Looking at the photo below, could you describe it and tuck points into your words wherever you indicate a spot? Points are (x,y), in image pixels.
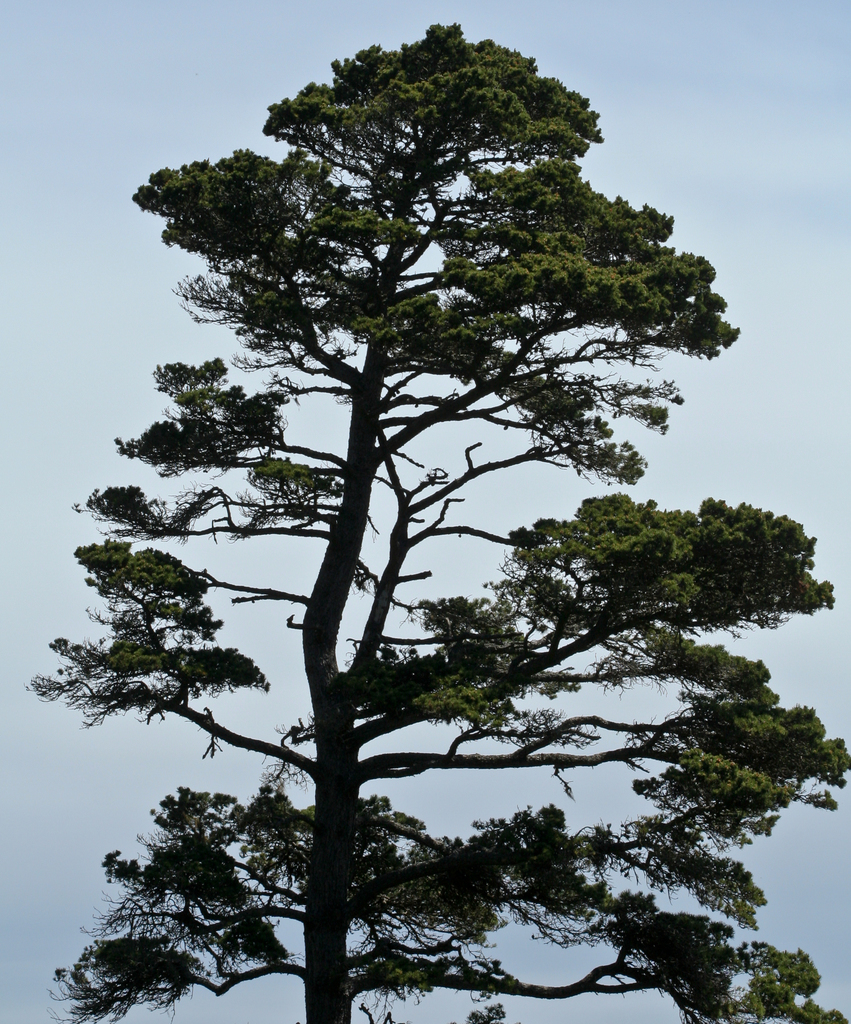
In the center of the image (397,487) there is a tree (324,914). In the background (712,173) there is sky (34,315).
